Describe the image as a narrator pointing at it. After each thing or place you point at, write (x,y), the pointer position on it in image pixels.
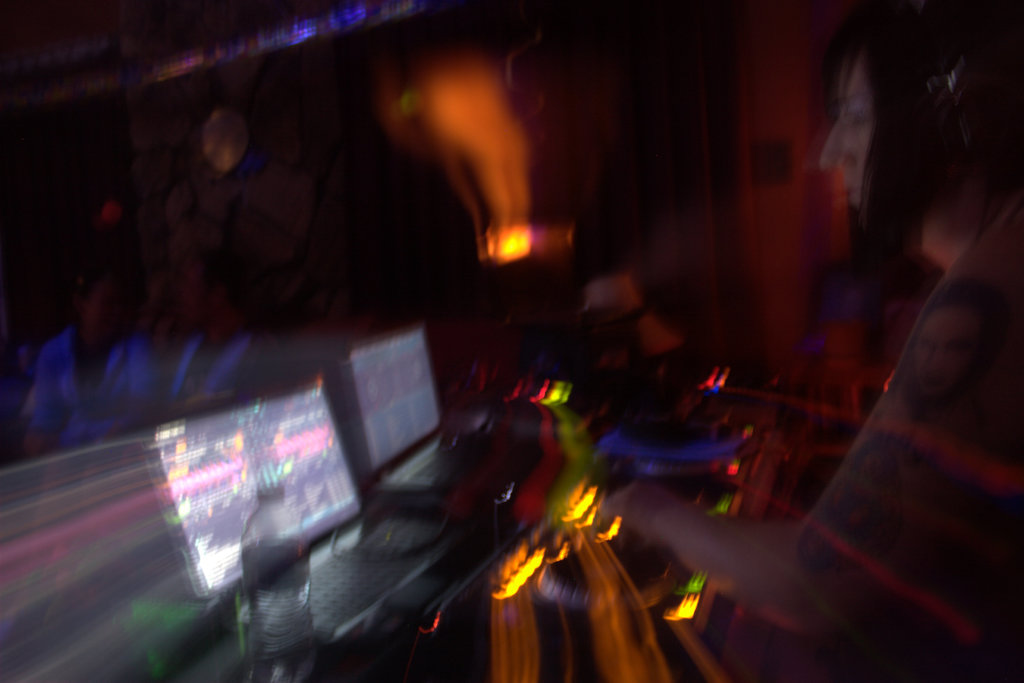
In this image we can see some people (879,543). In the foreground of the image (451,594) we can see laptops (407,438), a bottle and some devices (512,598) placed on the table (434,672).
